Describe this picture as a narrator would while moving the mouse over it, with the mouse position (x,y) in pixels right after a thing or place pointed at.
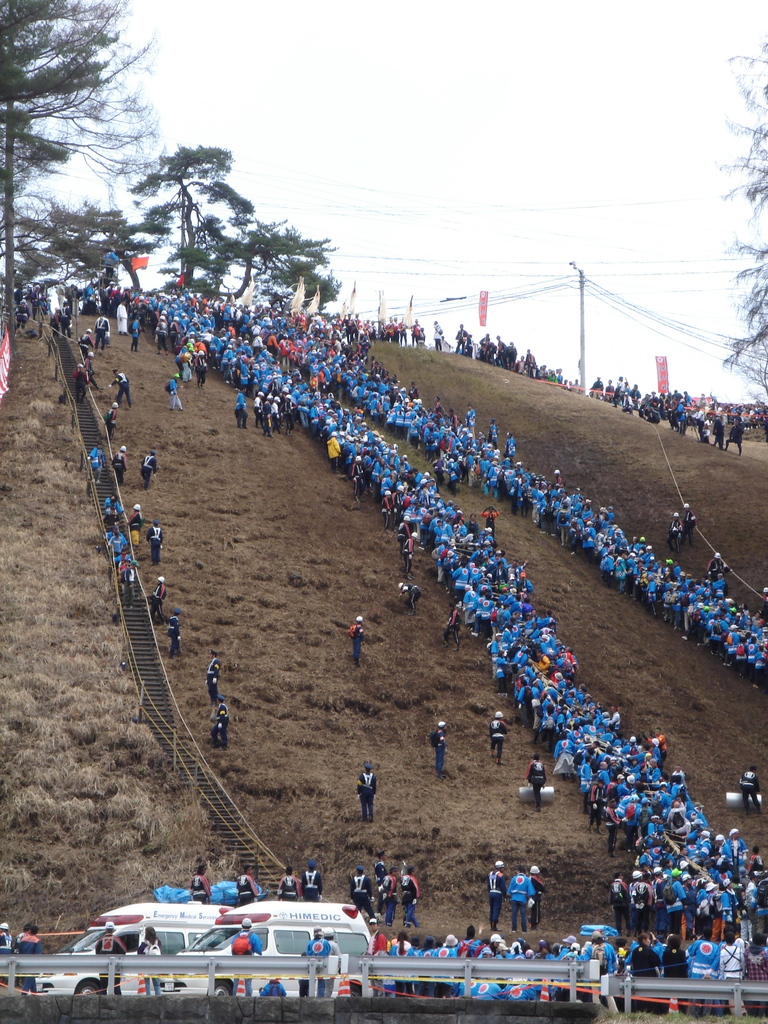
In this picture there is a hill (332,509) in the center (260,660). There are group of people (612,553) climbing the hill (583,839) by wearing the blue t shirts (588,770). Towards the left (169,729) there are stairs (158,716) on the hill (29,442). At the bottom (204,927) there are trucks (361,941) on the road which are in white in color. On top of the hill (564,392) towards the right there is a pole (583,358) with wires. On the top (148,244) there are trees (76,257) and sky (318,126).
